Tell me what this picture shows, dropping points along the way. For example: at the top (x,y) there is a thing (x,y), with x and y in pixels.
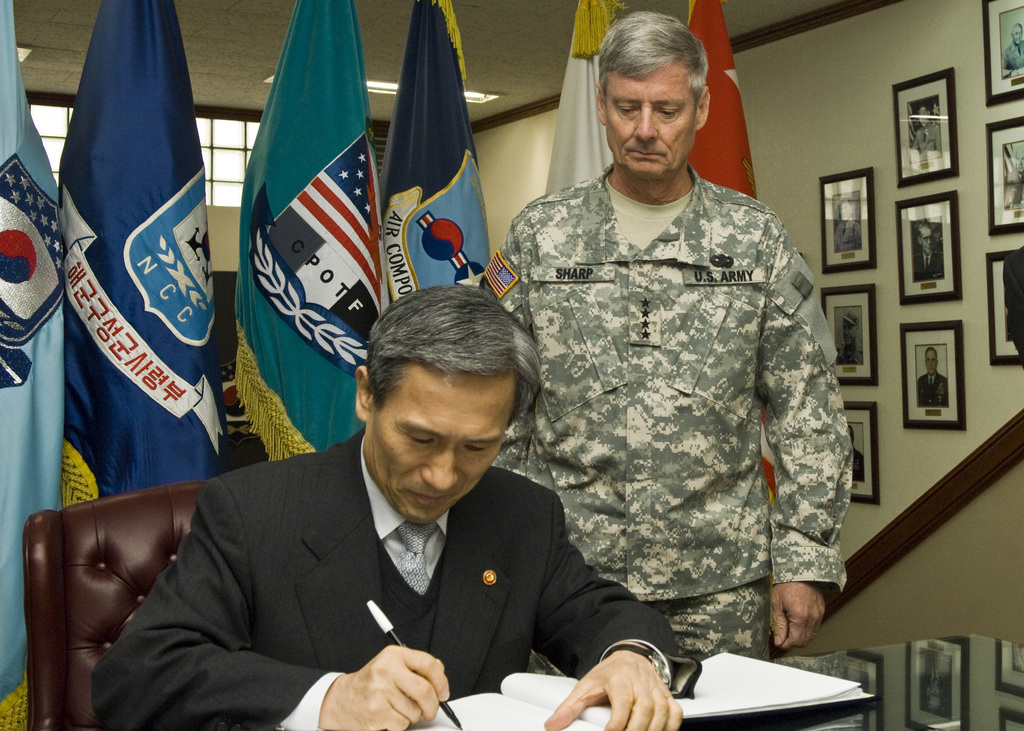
In this image I can see two men (715,560) where one is sitting on a chair (126,526) and another one is standing. I can also see he is wearing a uniform (637,339). In the background (11,255) I can see few flags (727,91) and few frames (838,191) on this wall (812,100). Here I can see he is holding a pen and a book (490,708).
